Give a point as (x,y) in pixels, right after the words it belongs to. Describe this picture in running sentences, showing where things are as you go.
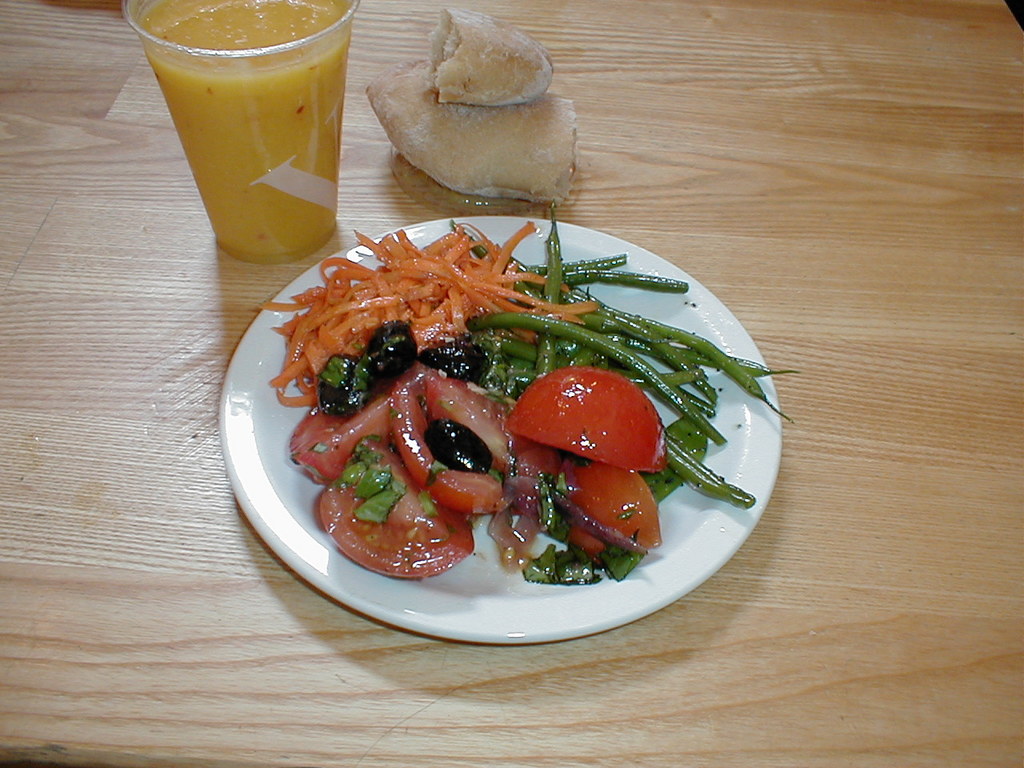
In this image, we can see few items (254,451) are placed on a wooden surface (796,722). Here there is a plate (535,589) some food item (470,521) is placed on it. Top of the image (276,121), we can see a glass (232,44) with juice (269,140).
